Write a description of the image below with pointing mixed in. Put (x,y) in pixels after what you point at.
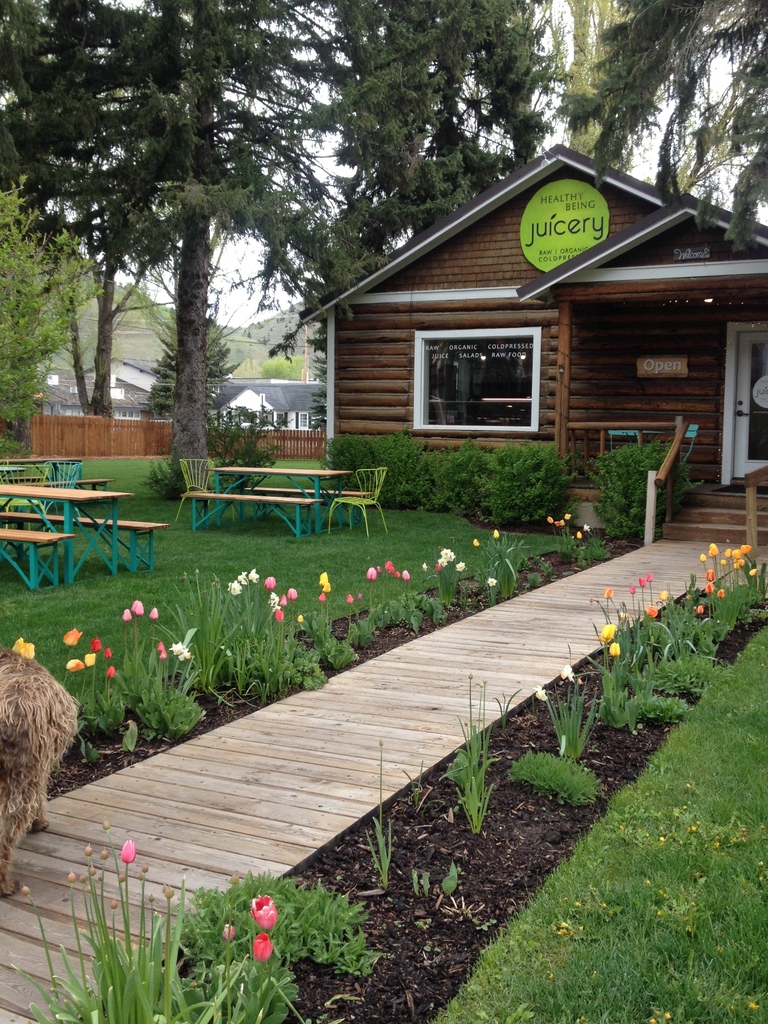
In the picture there is a brown juice shop (490,389). In the front walking area (592,624) with beautiful flowers (444,576) on both the side. On the left side (229,489) we can see the sitting area (298,508) with some table (73,514) and benches (224,498). Behind there are some trees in the background (63,104).
